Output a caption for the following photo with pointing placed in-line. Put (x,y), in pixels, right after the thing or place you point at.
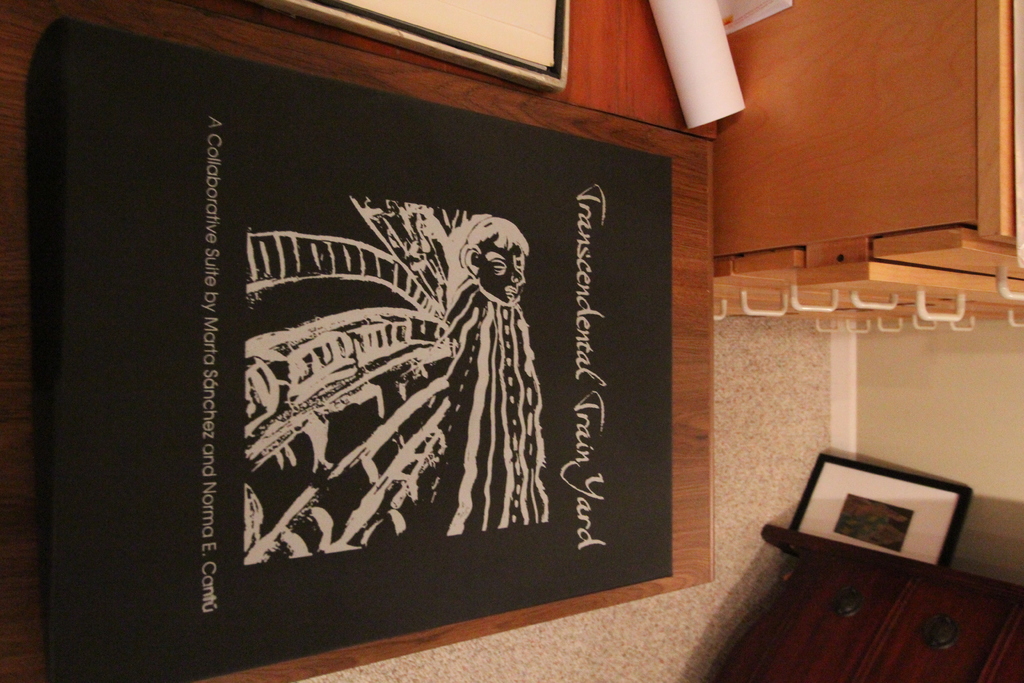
In this picture we can see the text (203,346) and a few things (308,427) on the black object (313,542). We can see wooden objects (289,50) and other objects (940,554).
